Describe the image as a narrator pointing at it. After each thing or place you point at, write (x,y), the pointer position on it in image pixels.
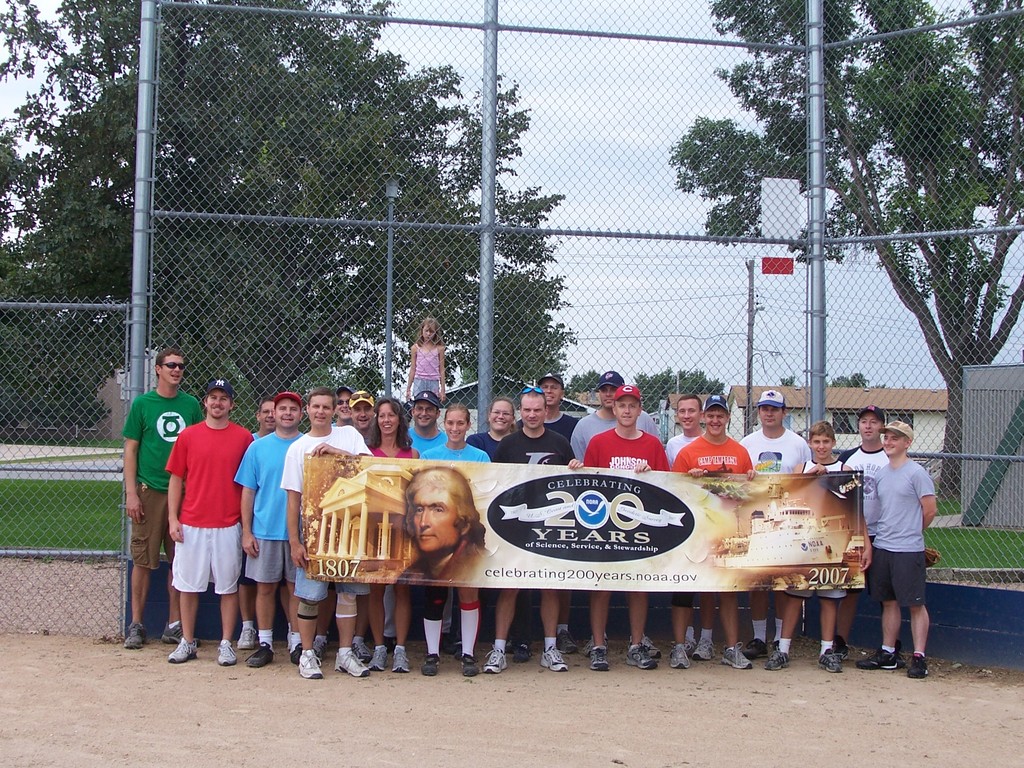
In this image we can see a group of people (698,452) standing on the ground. Here we can see a few persons (723,462) holding the hoarding (712,589) in their hands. Here we can see the metal fence (520,317). In the background (921,400), we can see the houses (937,410) and trees (876,138).
